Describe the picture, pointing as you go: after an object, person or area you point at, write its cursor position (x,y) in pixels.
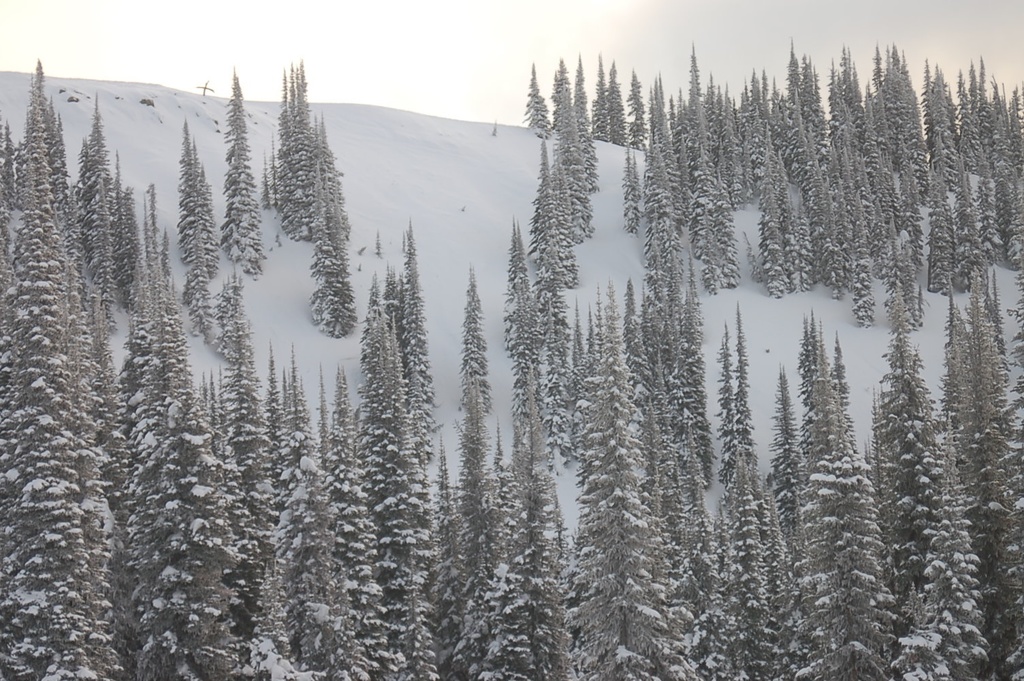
In this picture there is a mountain (176,208) and there are trees (517,503) on the mountain (476,215) and there is snow (42,534) on the mountain (442,426) and on the trees (265,526). At the top (624,63) there is sky (546,76).
